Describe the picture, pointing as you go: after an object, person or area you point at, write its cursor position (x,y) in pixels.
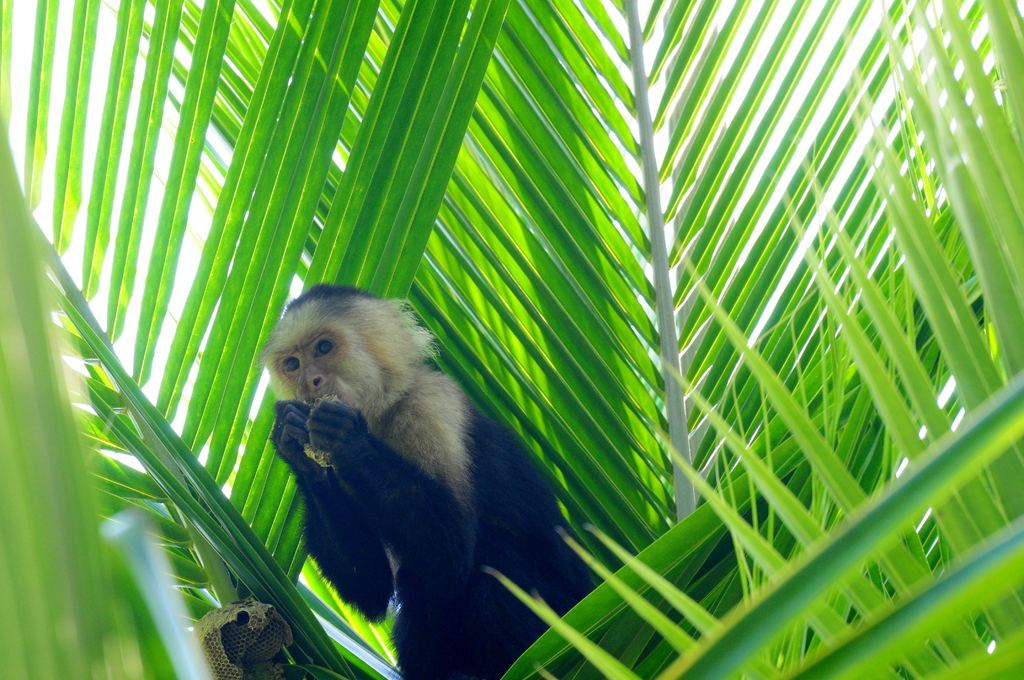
In this image we can see a monkey (406,320) between the leaves (559,380).
